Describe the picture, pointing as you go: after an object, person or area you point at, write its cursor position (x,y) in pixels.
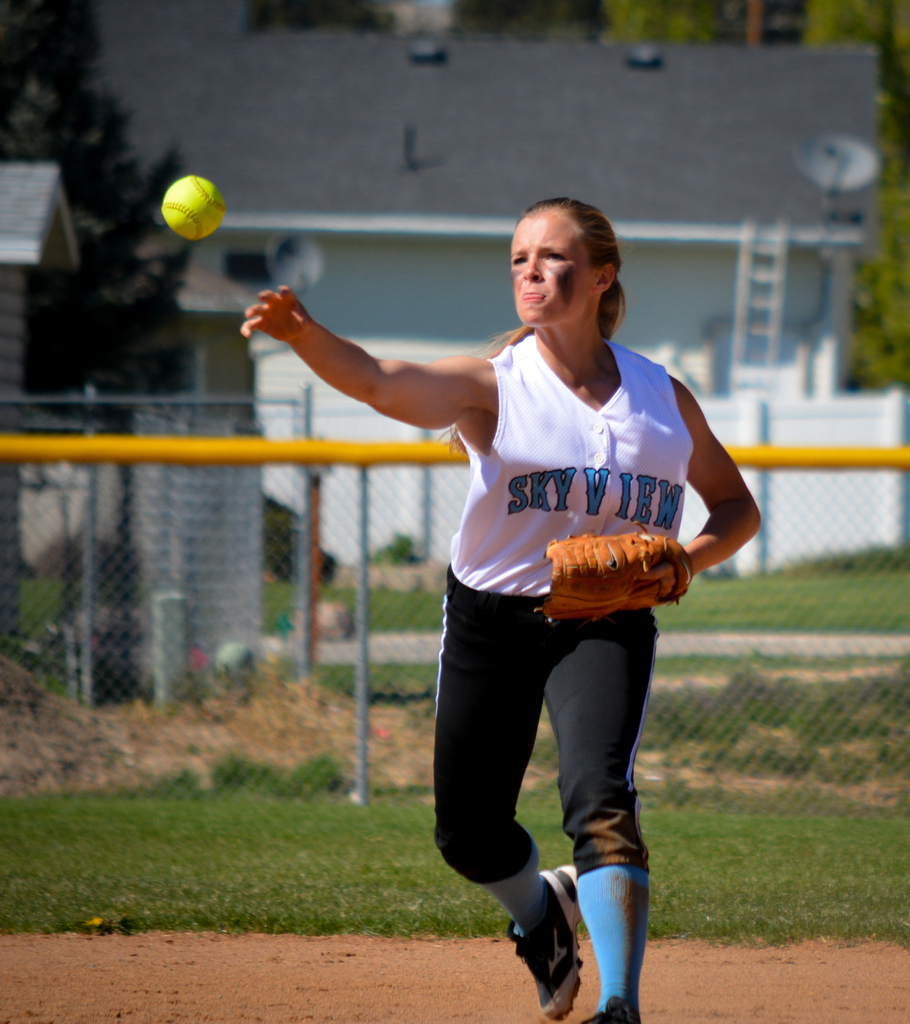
This image is taken outdoors. At the bottom of the image (319,823) there is a ground (297,921) with grass (742,909) on it. In the background (354,545) there is a mesh (744,598) and there is a house (502,206) with walls (481,265) and there is a ladder (746,314). There are a few trees (111,185). In the middle of the image (315,351) a woman (510,515) is playing with a ball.
